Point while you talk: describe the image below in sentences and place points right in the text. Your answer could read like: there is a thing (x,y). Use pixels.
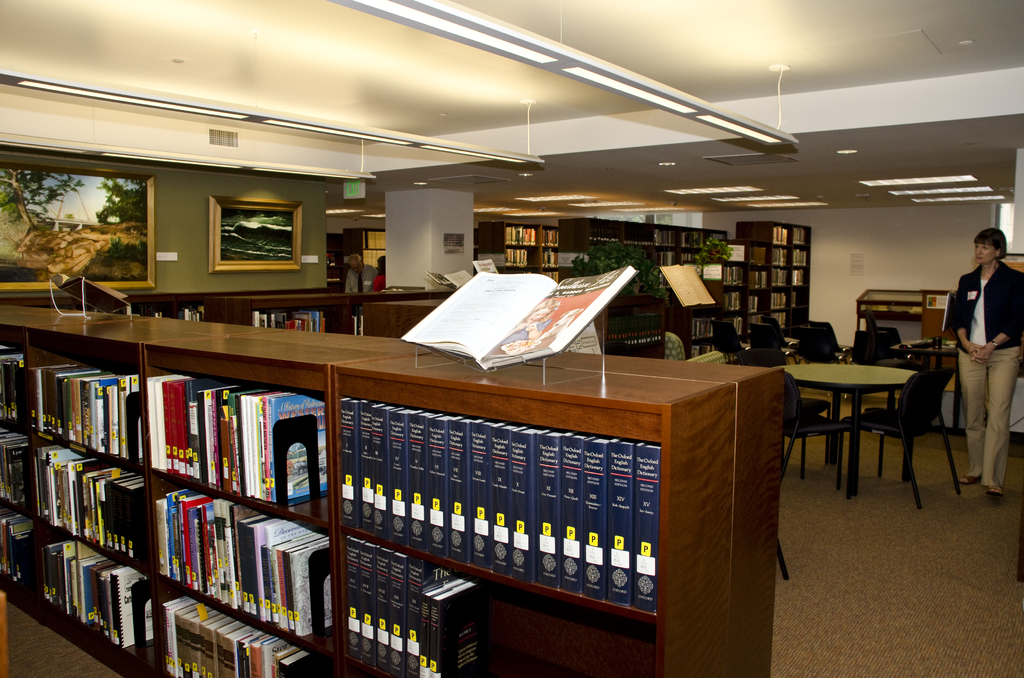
This picture shows bookshelves (714,371), few chairs (770,338) and table (822,383) and a woman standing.
